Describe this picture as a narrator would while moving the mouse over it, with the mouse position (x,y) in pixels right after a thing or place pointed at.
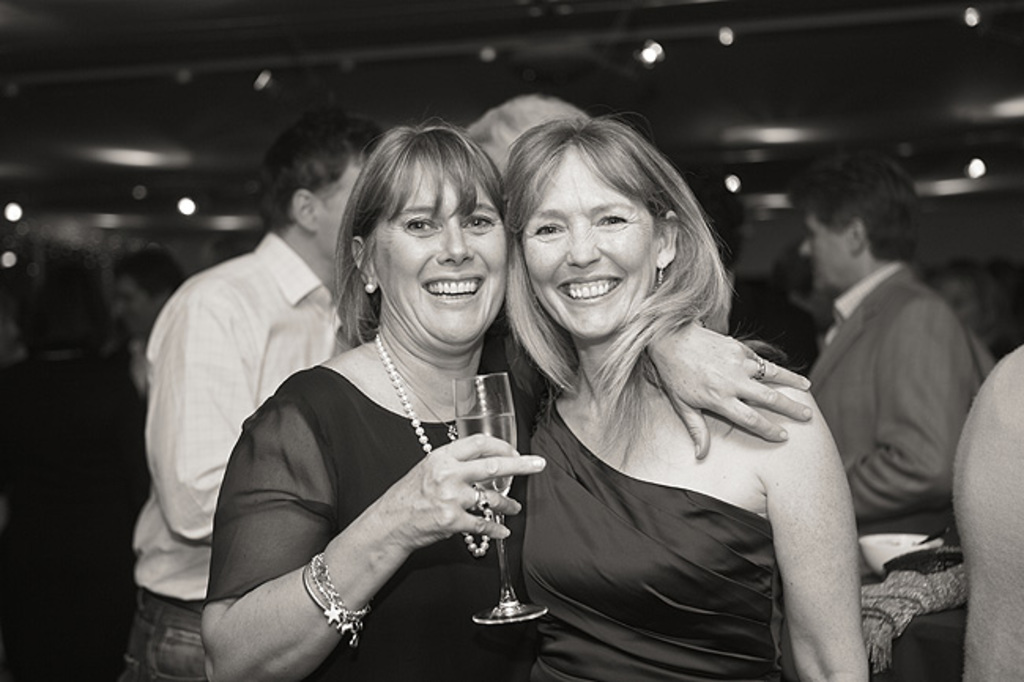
This is a black and white image. In this image, we can see two women (464,479) are standing side by side. They are watching and smiling. Here a woman (441,411) is holding another woman (544,419) and wine glass (492,487). In the background (283,296), we can see people (93,466) and lights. On the right side (874,635) bottom of the image (922,613), we can see a bowl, spoon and cloth (933,596) on the surface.
